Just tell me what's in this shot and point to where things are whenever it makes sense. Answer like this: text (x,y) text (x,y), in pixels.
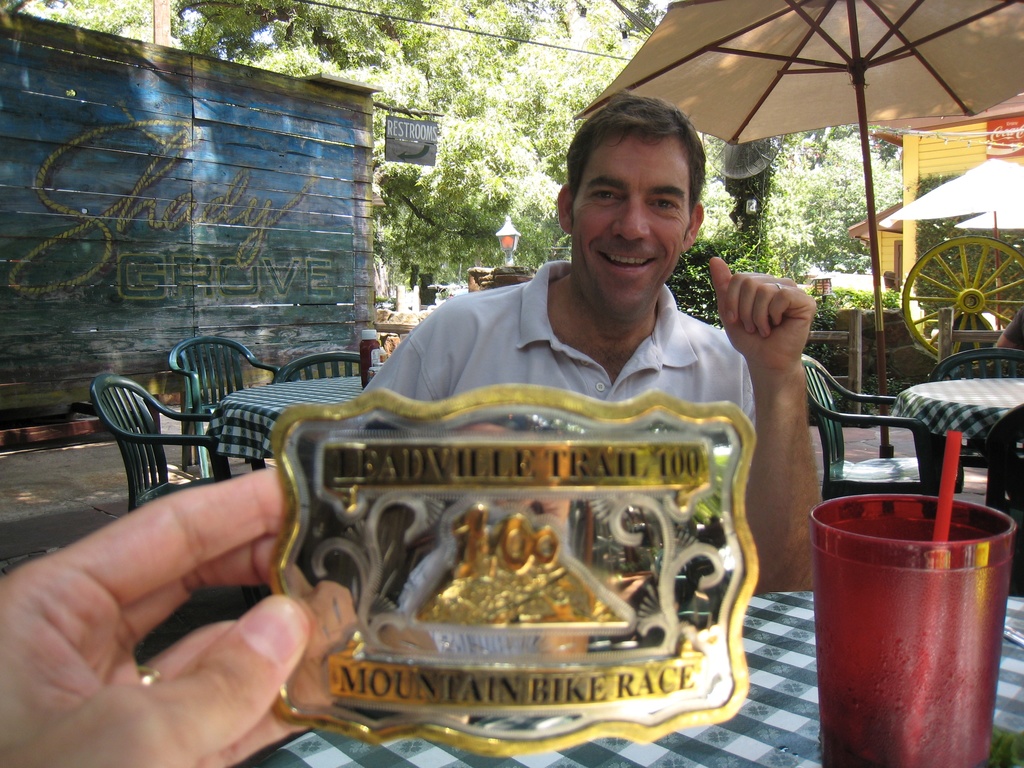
In this image we can see a man (619,285) is sitting and smiling, and in front here is the table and glass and some objects (653,582) on it, and here is the wall (242,168), and here are the trees (560,87).
